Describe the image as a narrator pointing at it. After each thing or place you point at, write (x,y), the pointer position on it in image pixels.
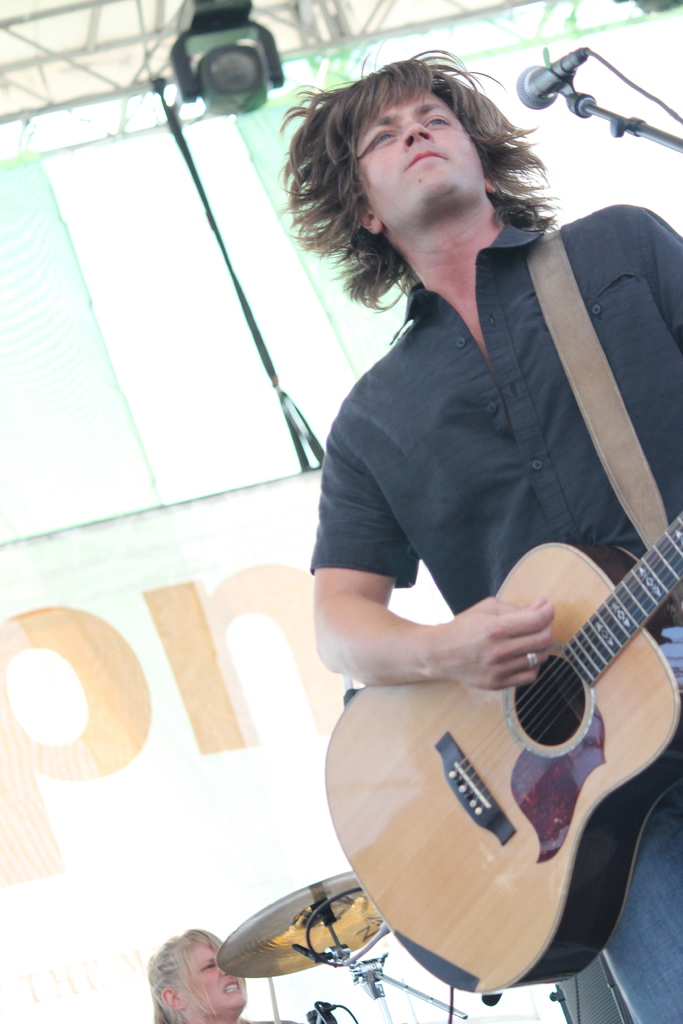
On the background (214,521) we can see a banner (160,593) and person (188,999) in front of a cymbal (263,938). Here we can see a man (592,501) standing in front of a mike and playing guitar (524,804). He wore a black colour shirt (538,471). His hair (323,125) colour is brown.
